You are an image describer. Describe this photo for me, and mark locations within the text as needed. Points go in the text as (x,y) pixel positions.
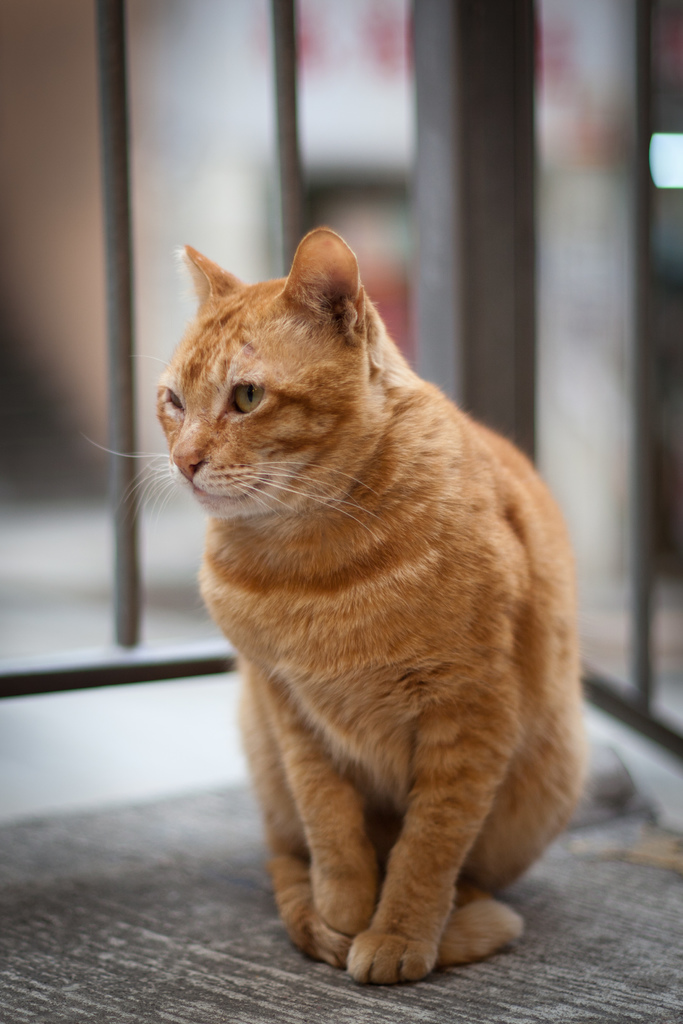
In this image I can see a cat (357,583) which is cream and brown in color is on the black and white colored surface (257,941). In the background (178,669) I can see few blurry objects (409,216).
